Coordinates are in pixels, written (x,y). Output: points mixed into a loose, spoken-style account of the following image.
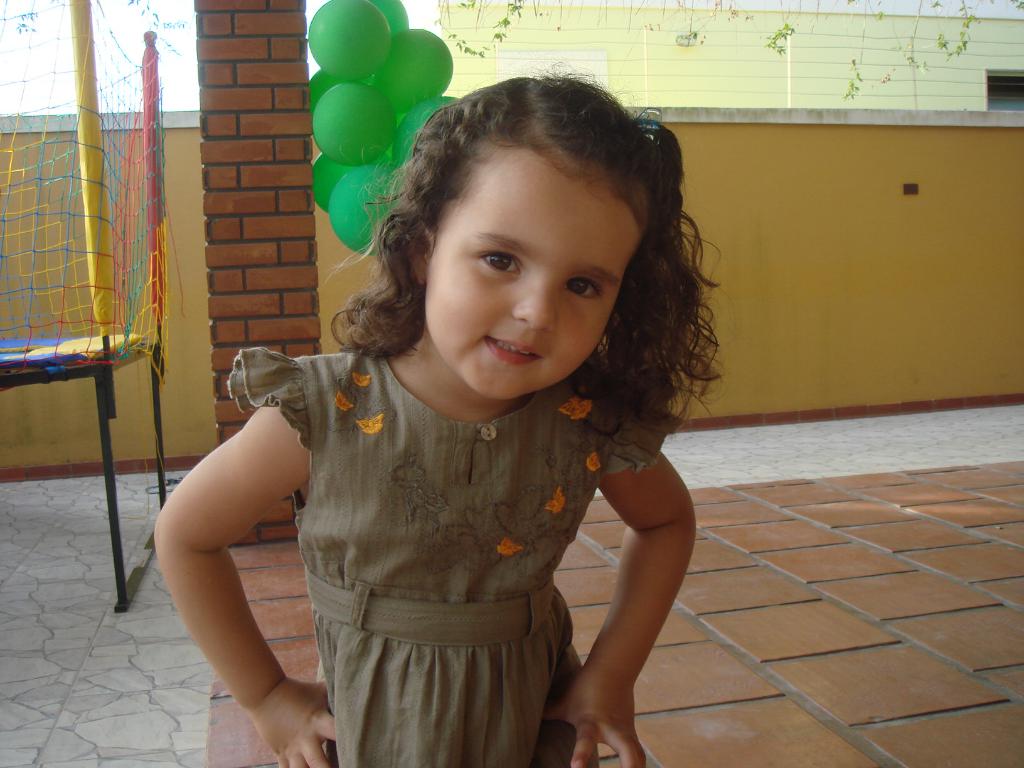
In this picture I can see a girl (467,372) in front (357,439) who is standing and in the middle of this image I see the floor (748,513) and in the background (199,404) I see the wall (1015,112), green color balloons (349,181) and the net (24,216) on the left side of this image (74,243).
